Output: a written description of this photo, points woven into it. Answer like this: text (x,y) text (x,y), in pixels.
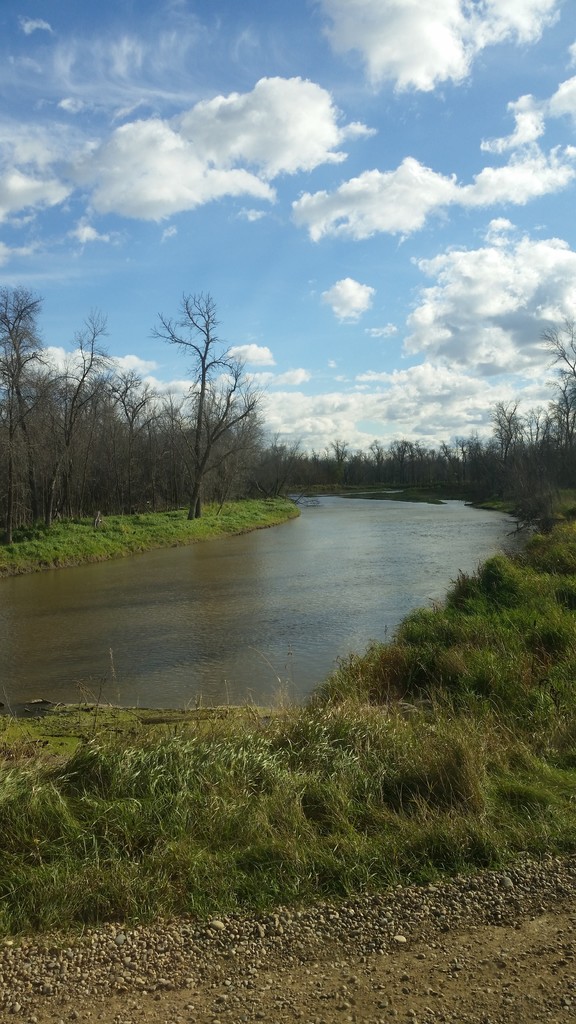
In this image I can see few trees (452,449), green grass (386,646), water (302,682) and few stones (521,895). The sky (348,307) is blue and white color.
